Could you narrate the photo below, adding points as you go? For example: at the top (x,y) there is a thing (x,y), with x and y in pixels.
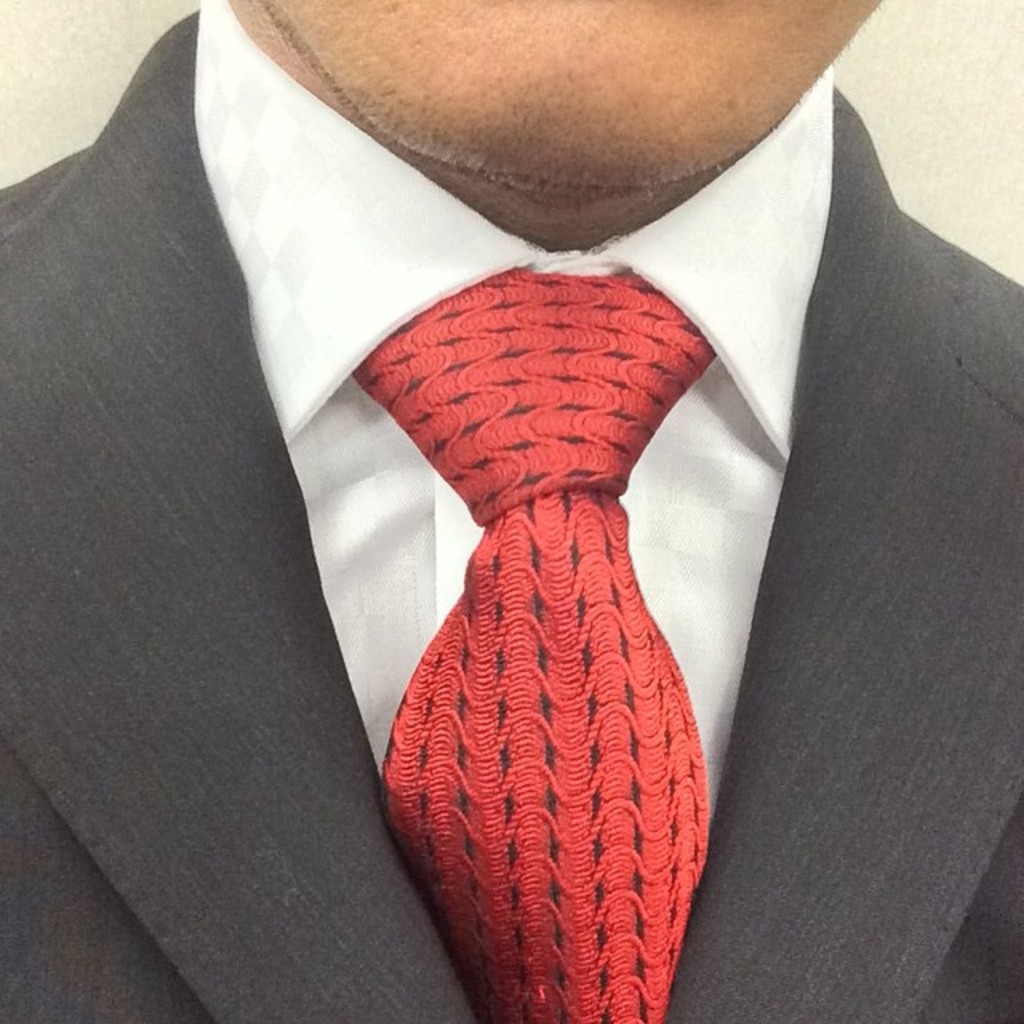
In this image there is a zoom in picture of a person (339,257) wearing a blazer (178,361) as we can see in the middle of this image (495,608).
